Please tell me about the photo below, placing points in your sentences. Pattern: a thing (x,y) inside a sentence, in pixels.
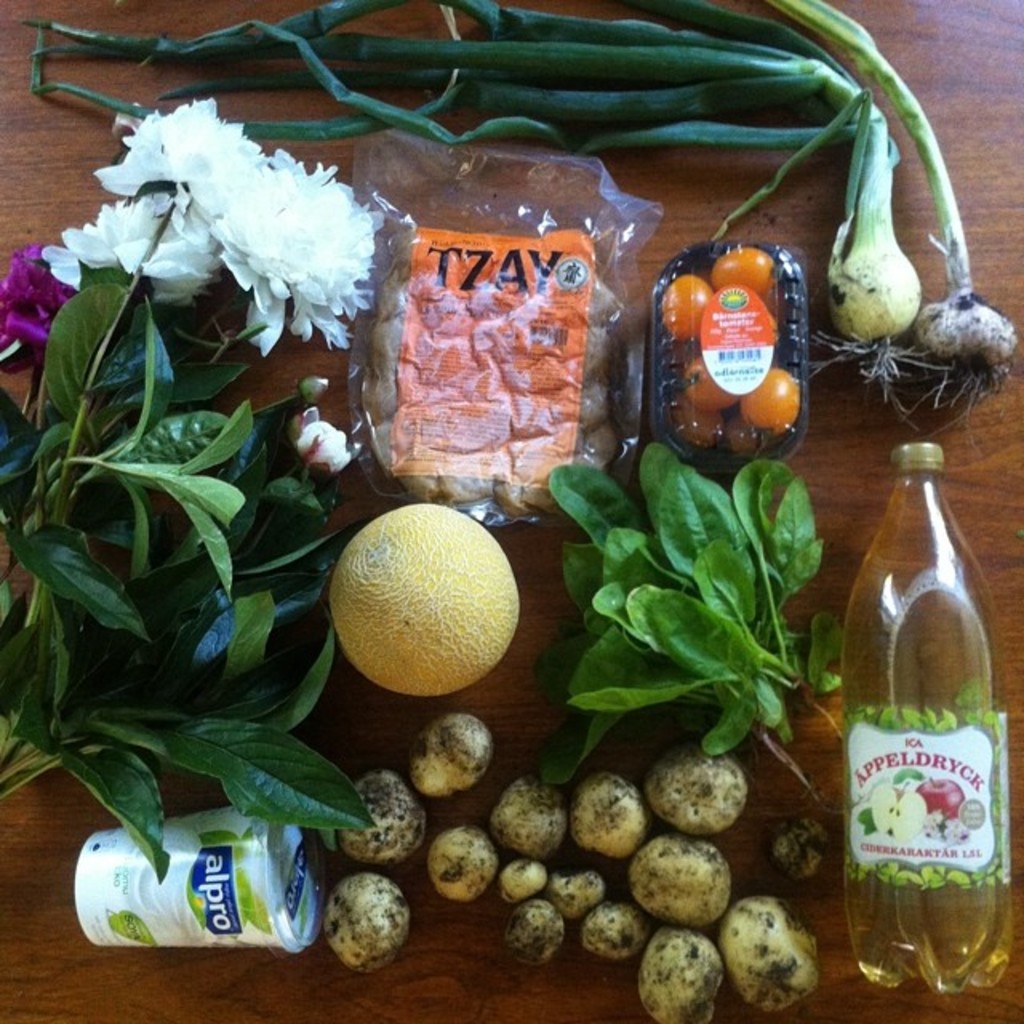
Some vegetables (448,737), fruits (401,587) and a bottle (885,540) of apple drink (874,821) are on a table (272,1023).
